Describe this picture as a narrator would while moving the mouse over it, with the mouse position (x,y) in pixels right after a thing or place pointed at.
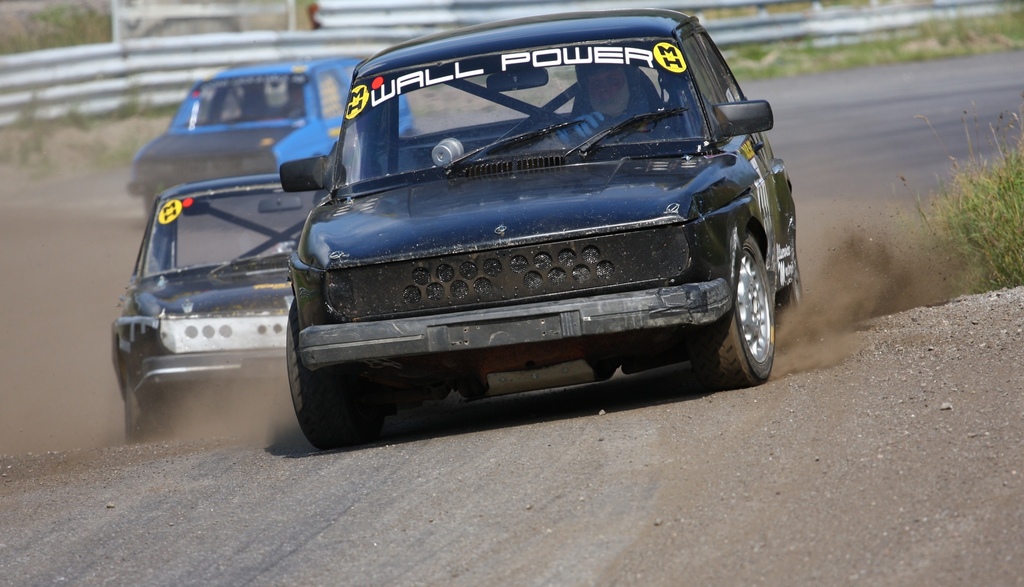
In this picture we can see a man (620,91) in the car (329,188). Behind the car (568,124) there are two other cars (200,291) and behind the vehicles (232,207) there is a fence (212,49) and plants (15,42).
